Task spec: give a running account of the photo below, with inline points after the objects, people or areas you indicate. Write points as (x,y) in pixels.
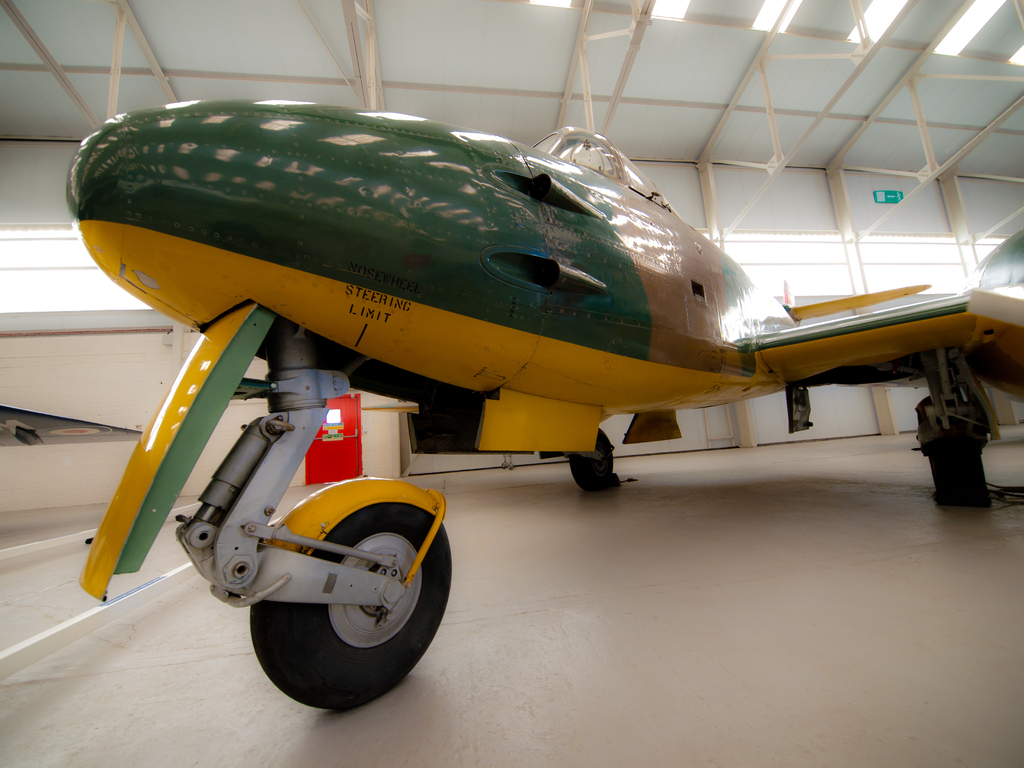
In this image there is a vehicle (516,259) on the ground (651,528). There is text (360,282) on the vehicle (353,287). Behind the vehicle (266,275) there's a wall (764,229). At the top (584,70) there is a ceiling (363,48).
